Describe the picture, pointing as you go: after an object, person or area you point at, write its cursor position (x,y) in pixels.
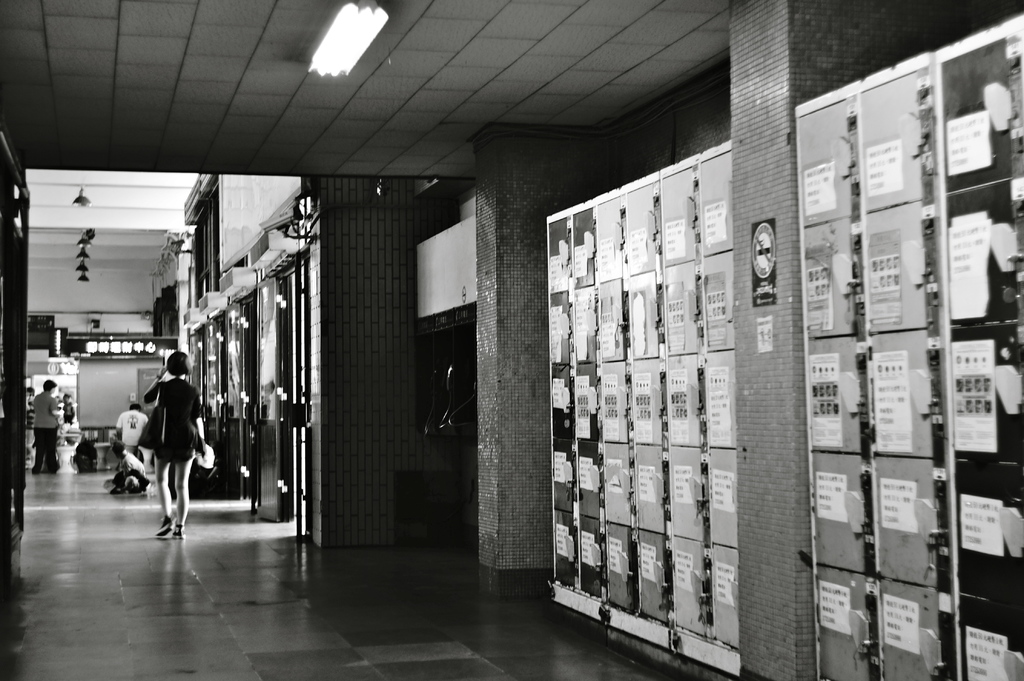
This is a black and white image. In this image, in the middle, we can see a woman (197,402) wearing a handbag (156,416) is walking on the floor (106,523). In the background (45,401), we can see a group of people (44,393). On the right side (806,166), we can see a shelf (899,333) with some papers (885,305) attached to it. On the right side (838,45), we can also see a wall (774,210), on the wall (790,322), we can see some papers (763,249) attached to it. In the background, we can see glass door (279,324). At the top (117,154), we can see a roof (204,87) with few lights (348,40), at the bottom (312,598), we can see a floor (438,562).
